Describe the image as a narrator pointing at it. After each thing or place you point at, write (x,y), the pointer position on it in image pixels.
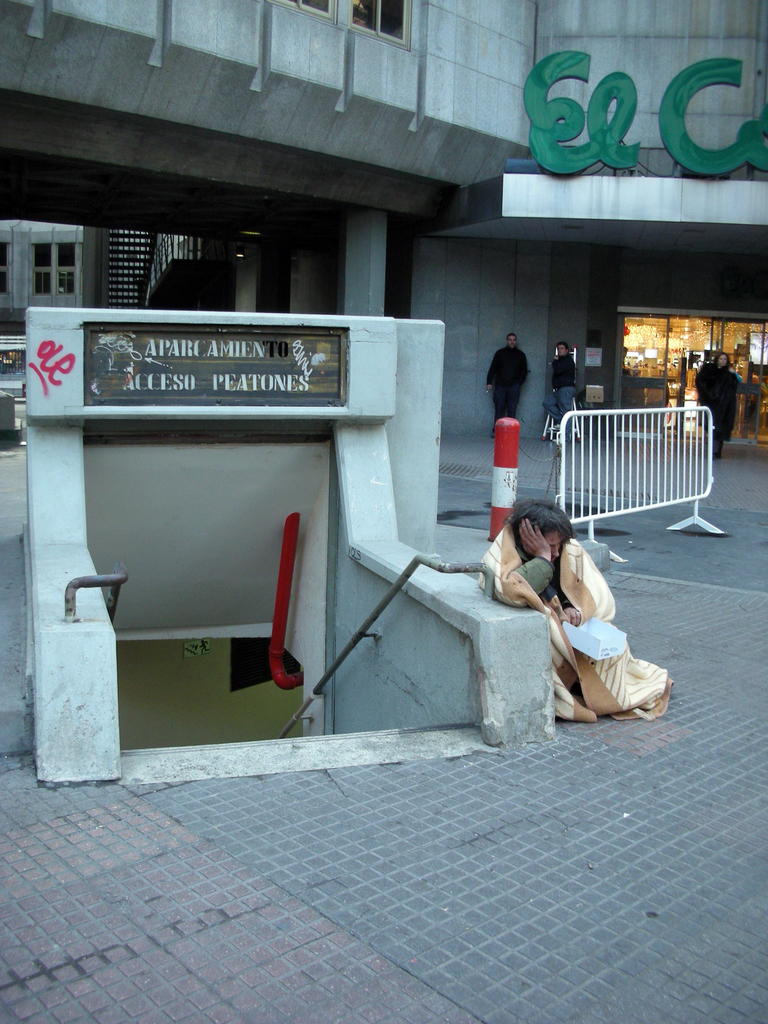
This image is taken outdoors. At the bottom of the image (405,860) there is a floor (423,809). In the background (395,147) there is a building (294,231). A few people (712,373) are standing on the floor (488,480). There is a pole (500,438). In the middle of the image (321,354) there is a board (188,367) with a text (206,352) on it. There is a wall (371,459). On the right side of the image (631,508) there is a gate (599,466). A person (586,556) is sitting on the floor (592,746).
